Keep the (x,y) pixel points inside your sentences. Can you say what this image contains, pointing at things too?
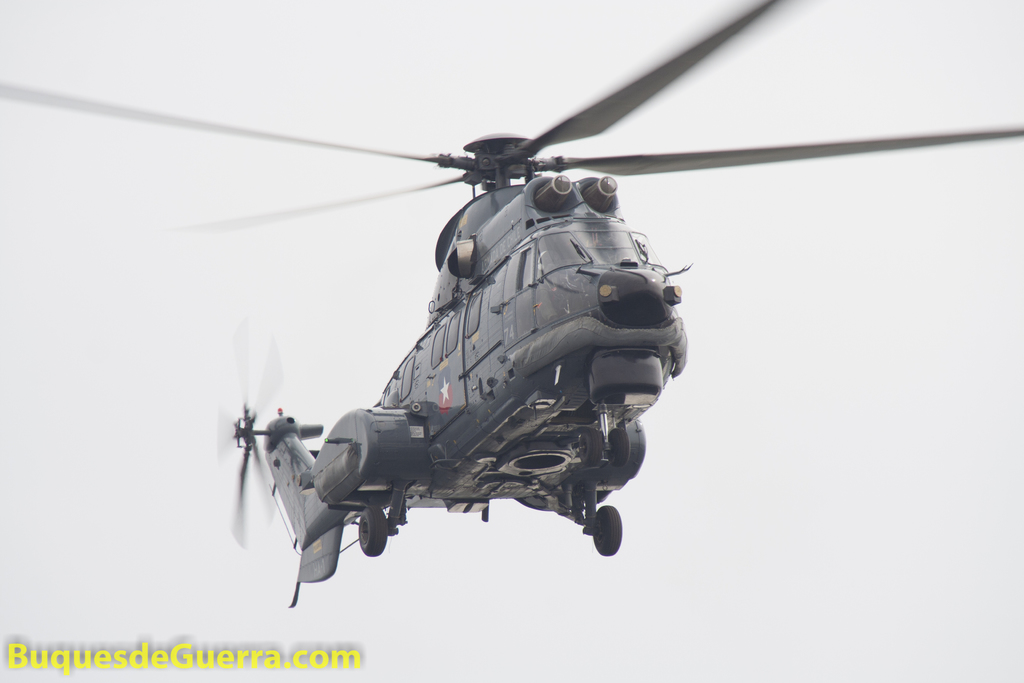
In this picture there is a military helicopter (465,347) flying in the air (25,604). On the bottom left side of the image (55,666) there is a small quote (138,665) written on it.
